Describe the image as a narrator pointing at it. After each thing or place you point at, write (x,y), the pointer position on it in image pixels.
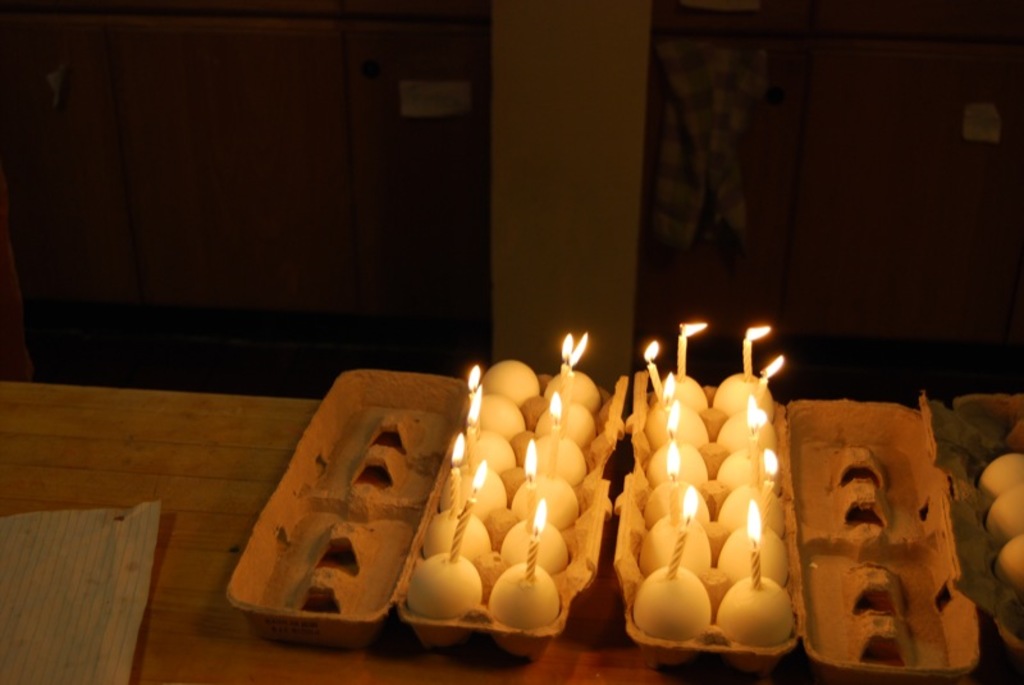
On the table (390,657) we can see boxes (944,607), eggs (666,582) and candles (762,421). On the back (691,147) we can see cloth (713,52) near to the door (777,210). On the left (332,86) we can see another door (281,159). Here we can see a pillar (500,200).
